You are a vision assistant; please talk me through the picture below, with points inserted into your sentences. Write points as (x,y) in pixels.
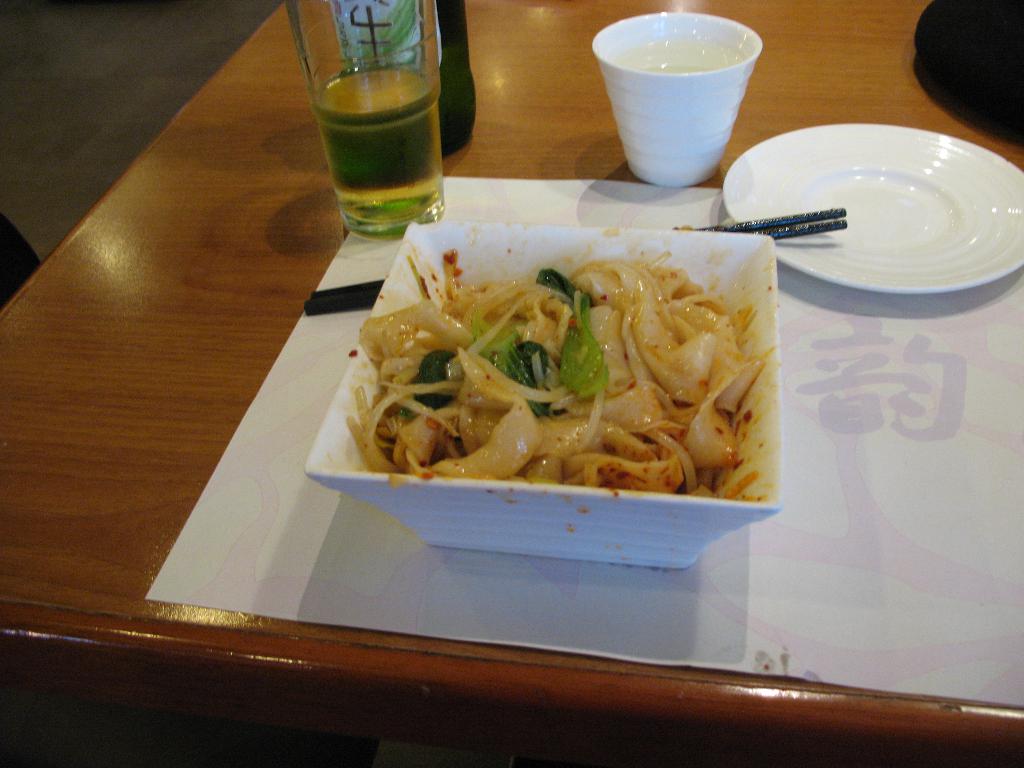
In this picture we can observe some food (573,410) in the white color bowl (505,495). The bowl (538,502) is on the brown color table (142,265). We can observe a white color table mat (488,590). There are two black color chopsticks (362,291) and a plate (879,211) which is in white color. We can observe two glasses (345,108) on this brown color table (509,106).
